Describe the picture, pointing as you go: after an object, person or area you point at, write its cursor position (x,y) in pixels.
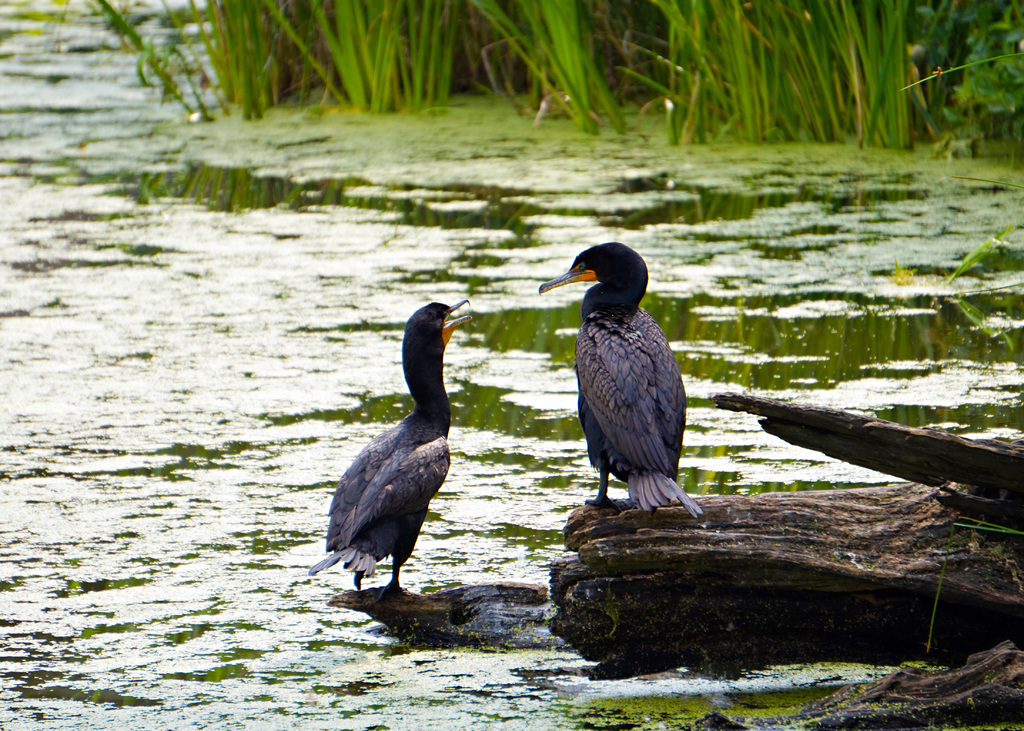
In this image we can see birds (432,476) on the trunks (600,566), there are plants (544,55), grass (714,84), also we can see the lake (744,144).
